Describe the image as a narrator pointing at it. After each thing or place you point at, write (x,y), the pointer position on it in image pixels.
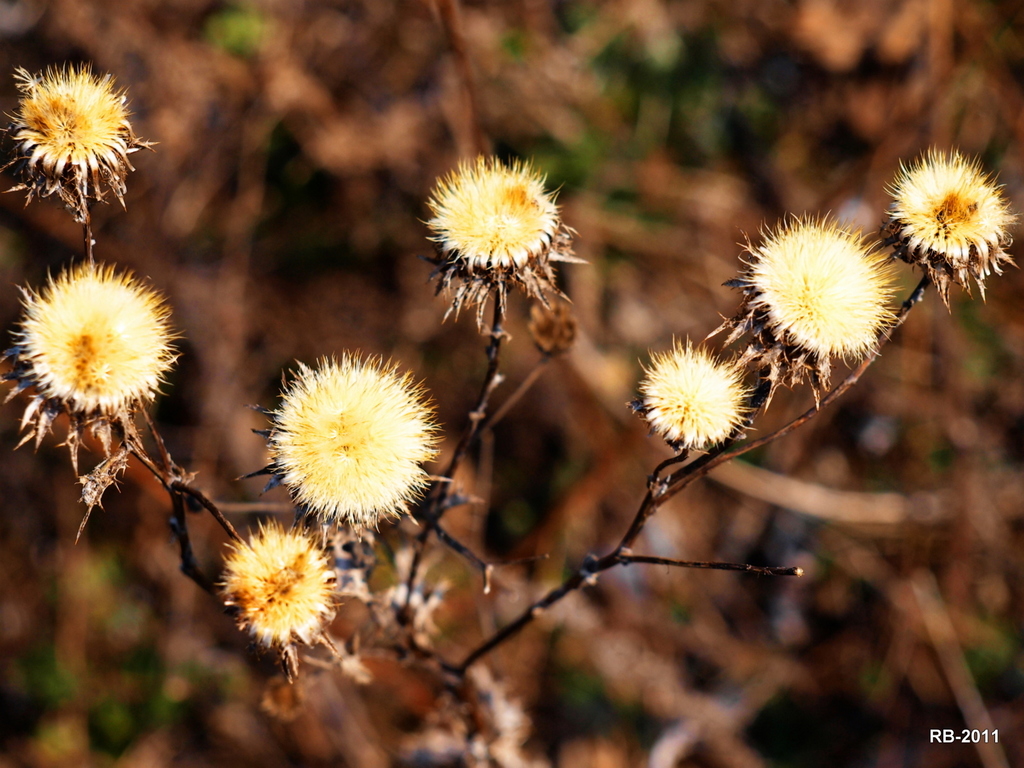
We can see flowers (283,478) and plant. In the background (469,341) it is blur. In the bottom right side of the image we can see some text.
